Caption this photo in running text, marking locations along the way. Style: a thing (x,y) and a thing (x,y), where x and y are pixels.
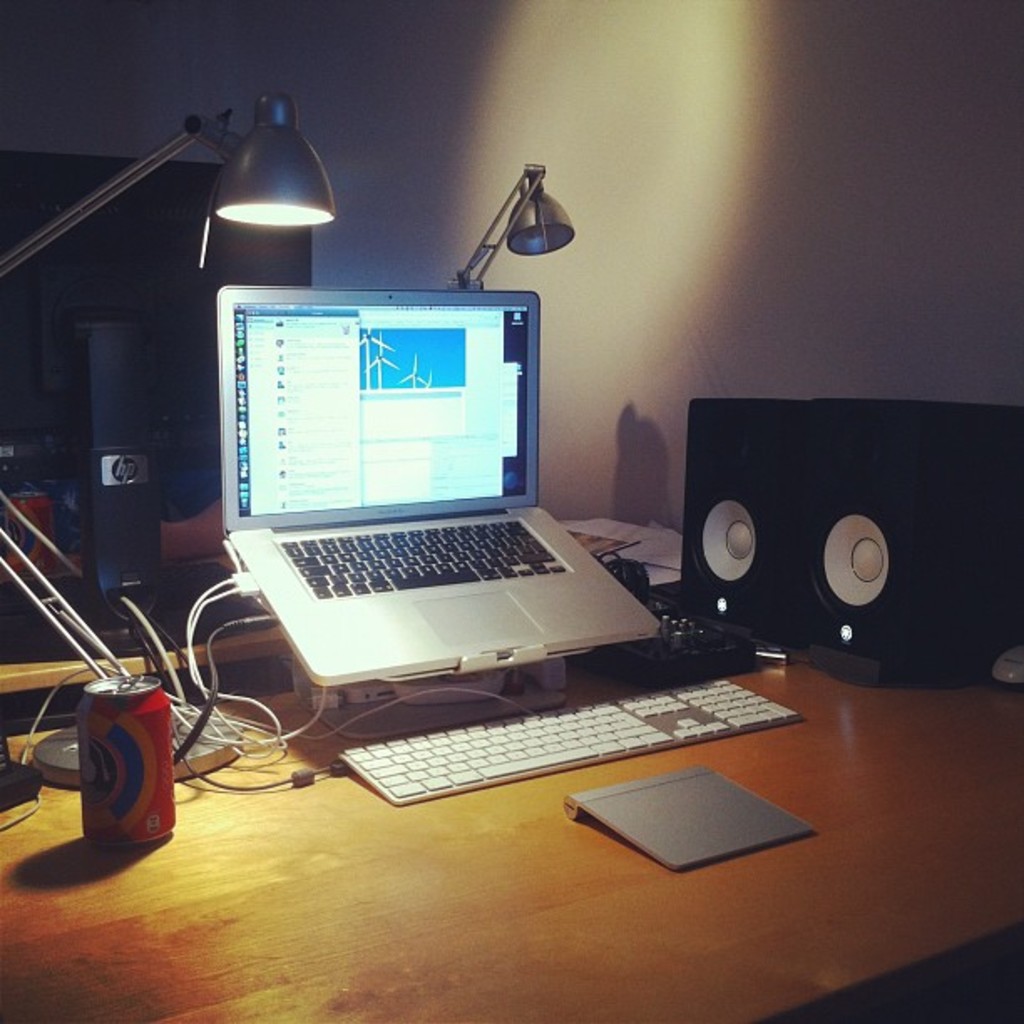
Here we can see a laptop (373,538), cable wires (209,649), a keyboard (376,753), speakers (800,562), a tin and light (283,146) all placed on a table (350,809).
